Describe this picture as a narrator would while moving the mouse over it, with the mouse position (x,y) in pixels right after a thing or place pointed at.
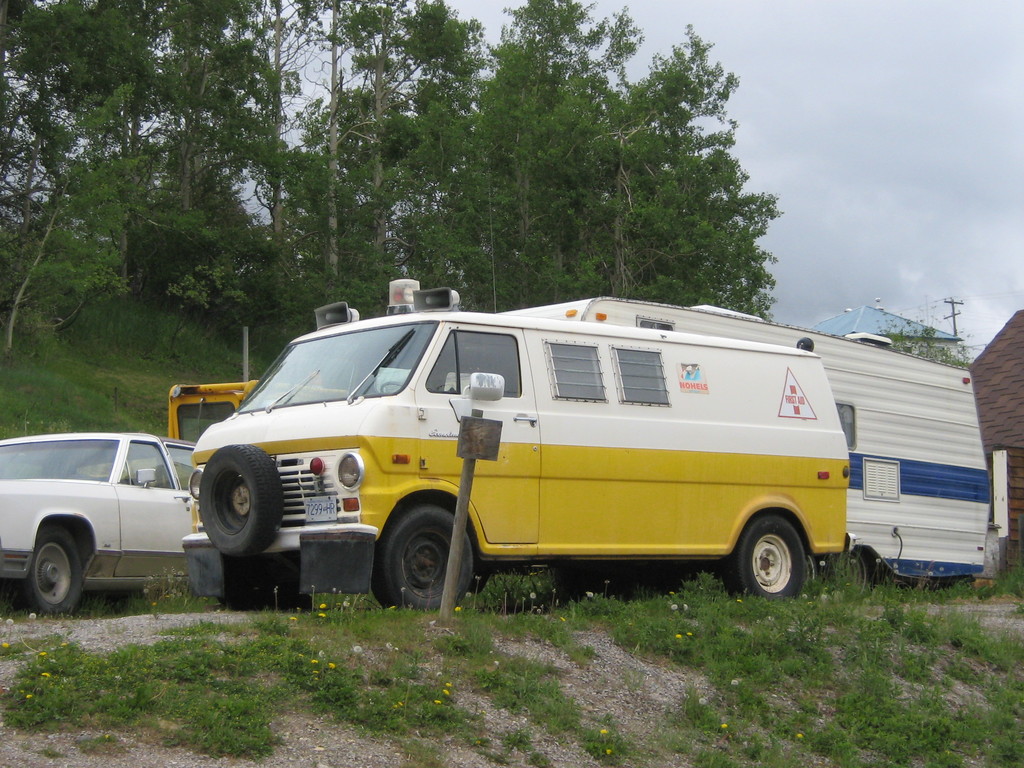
In this image we can see a few vehicles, in the background (546,171) there are few plants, grass (415,709), trees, buildings (904,323), a pole (454,552) and sky (890,177).
